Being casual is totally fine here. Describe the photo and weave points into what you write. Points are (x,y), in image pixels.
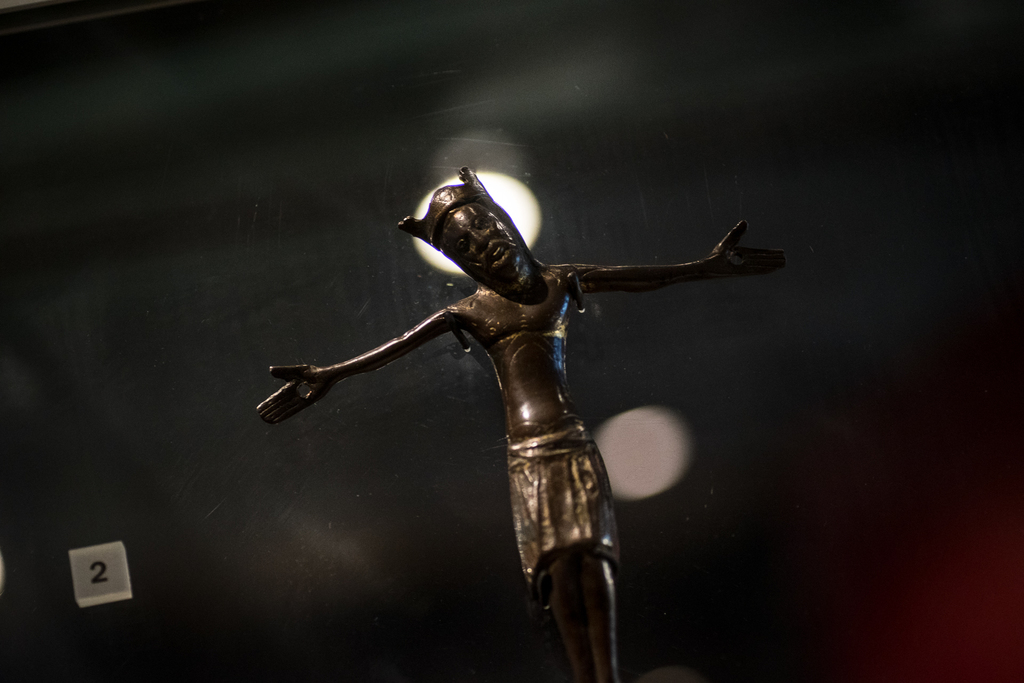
In the image we can see a statue (471,325) of a person (545,459) standing, wearing crown (458,194). This is a light (513,205), the number (99,565) and the background (149,568) is dark and blurred.
